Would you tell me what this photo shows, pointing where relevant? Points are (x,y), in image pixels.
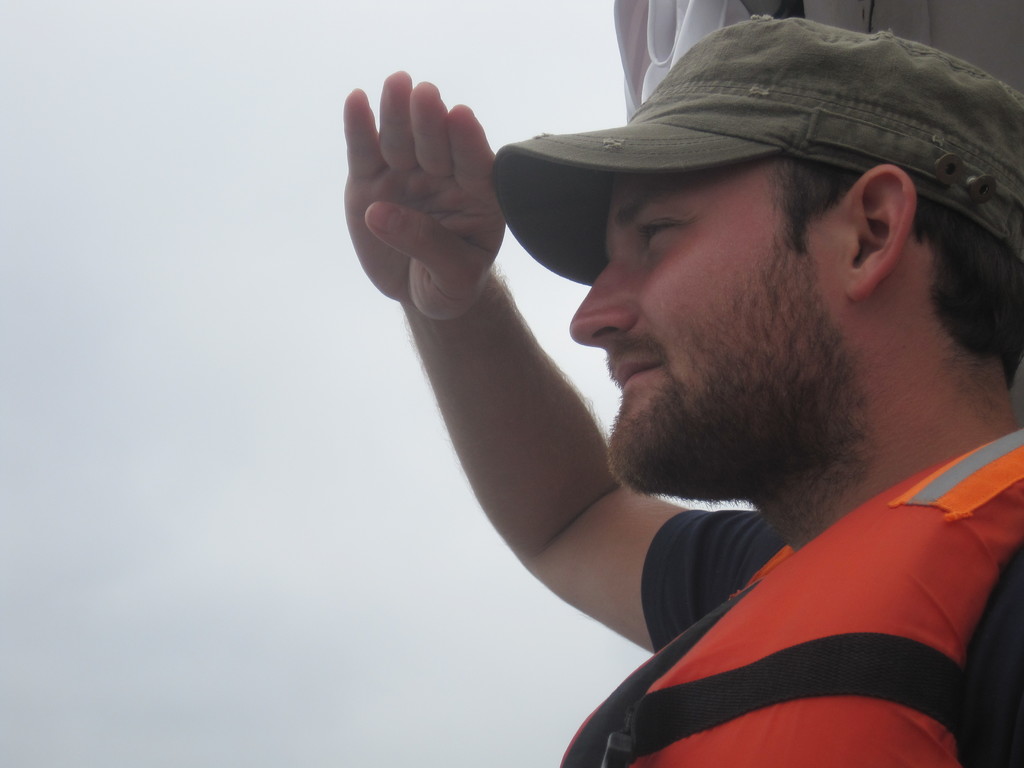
In the picture I can see a person (796,498) wearing life jacket (864,628) and cap (982,125) is saluting and he is on the right side of the image (933,664). In the background (288,98), I can see the cloudy sky (312,583).
